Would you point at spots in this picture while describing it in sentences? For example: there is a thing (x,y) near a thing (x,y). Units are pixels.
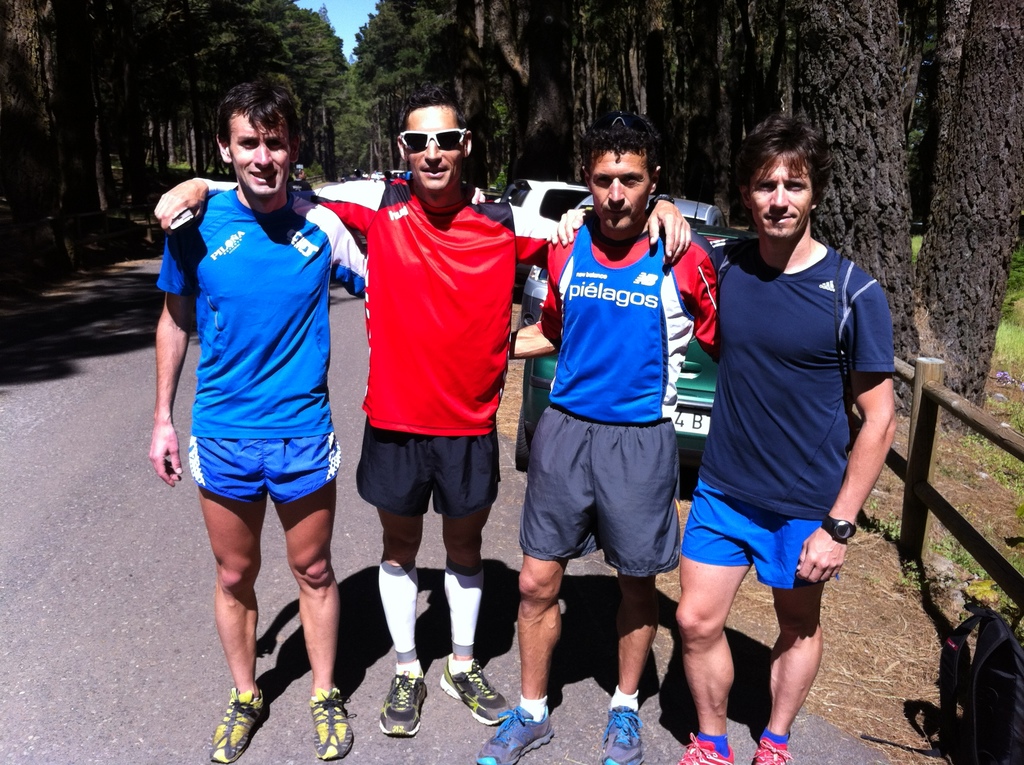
In this picture we can observe four members (333,472) standing on the road (102,574). All of them are men (224,382). One of them is wearing spectacles (423,137). Behind them there is a car (578,205). On the right side (917,465) we can observe railing (935,490). In the background (409,85) there are trees (233,80).
